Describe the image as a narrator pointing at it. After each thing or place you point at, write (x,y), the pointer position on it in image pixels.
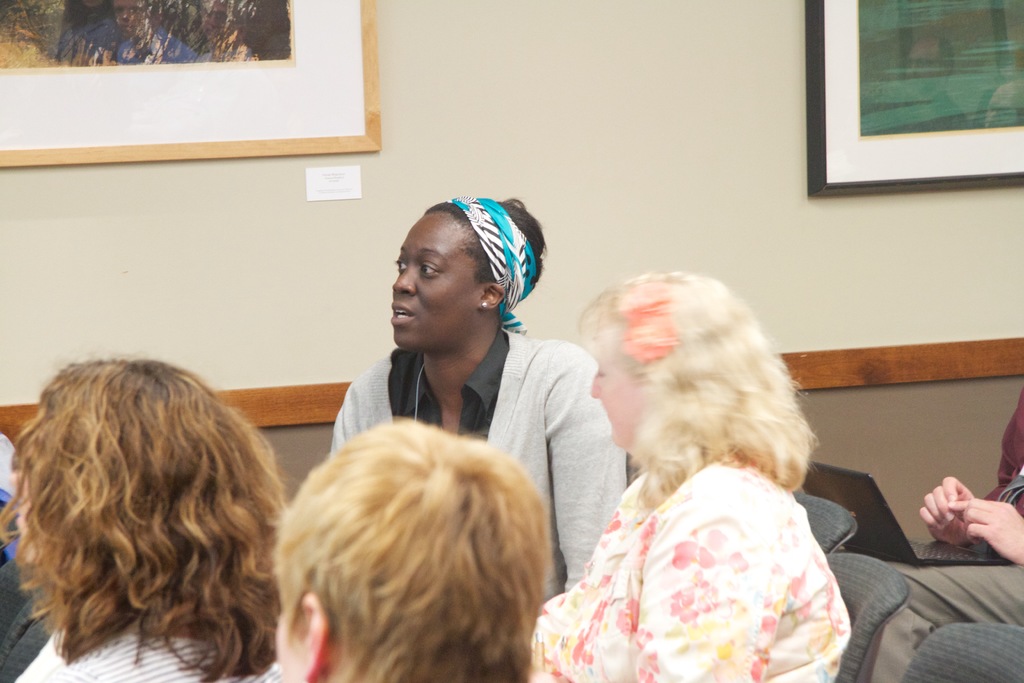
In this image I can see there are group of persons (575,424) sitting in chair (972,649), one person (983,508) holding laptop (868,486), at the top (723,107) I can see the wall (435,107), on the wall (710,112) I can see photo frames (875,87).
